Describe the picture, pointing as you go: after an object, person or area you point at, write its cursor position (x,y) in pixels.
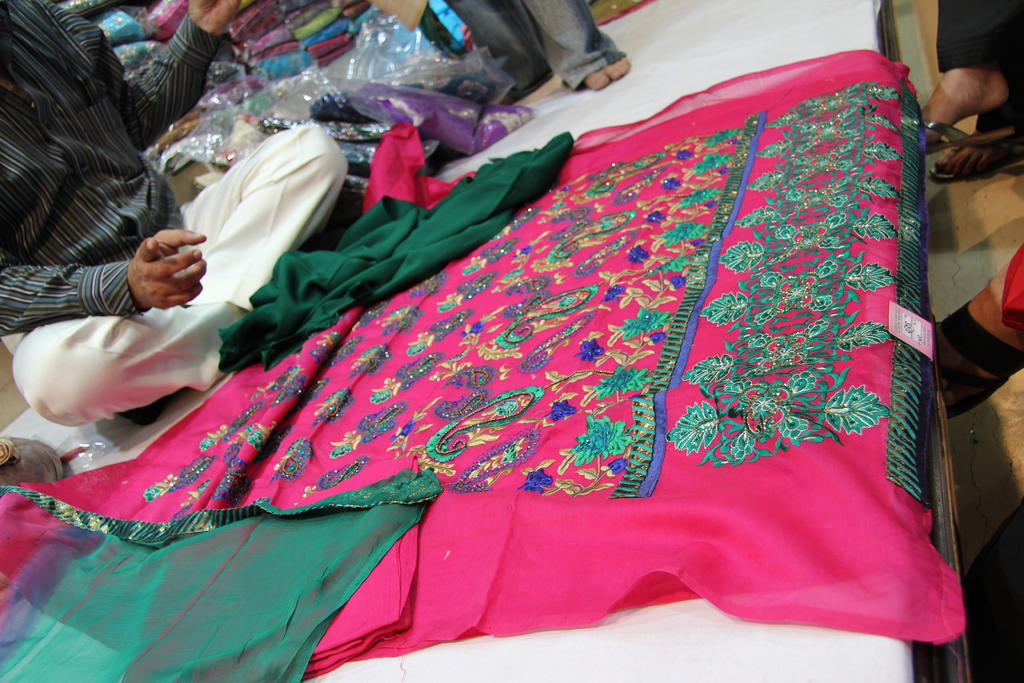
This picture shows a man (186,271) seated and we see a saree (700,499) on the bed (783,36) and we see another man (559,38) standing on the side and we see sarees (221,112) in the shelves (355,5) and couple of them seated.
